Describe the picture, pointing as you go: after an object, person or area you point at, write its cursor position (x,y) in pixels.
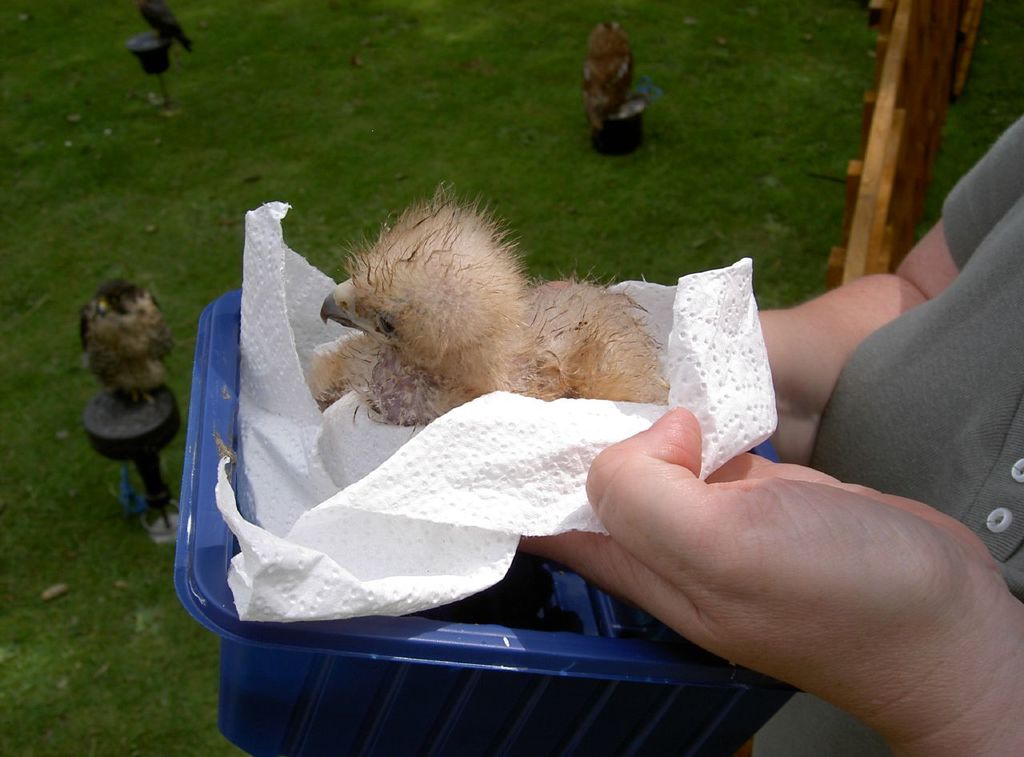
Here in this picture we can see a chick (438,295) present on a tissue paper (379,451) and it is held by a person (903,397) over there and she is also holding a blue colored basket (225,657) in her hand (867,567) and in front of her we can see the ground (209,269) is fully covered with grass (99,149) over there and we can see other birds (126,321) present here and there.
